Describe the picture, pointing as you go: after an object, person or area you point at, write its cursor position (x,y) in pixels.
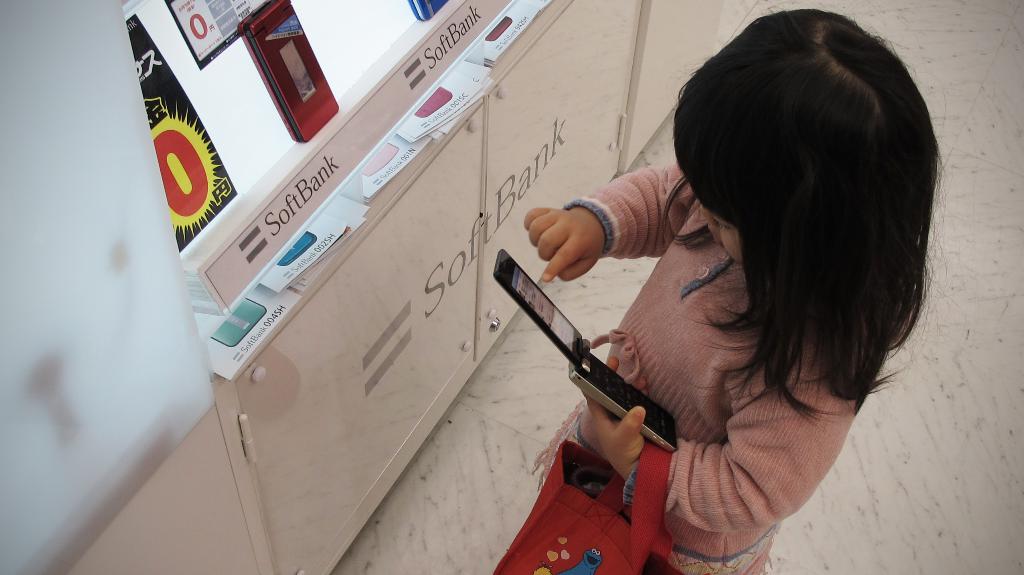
In front of the image there is a girl (696,409) holding the bag (647,513) and a mobile (613,395) in her hand (602,436). In front of her there is a display board (390,30). There are files (310,248) on the wooden table (325,172). Beneath the table (387,96) there are cupboards (396,265). On the left side of the image (55,275) there is a glass wall (121,408). At the bottom of the image (864,487) there is a floor (972,477).
